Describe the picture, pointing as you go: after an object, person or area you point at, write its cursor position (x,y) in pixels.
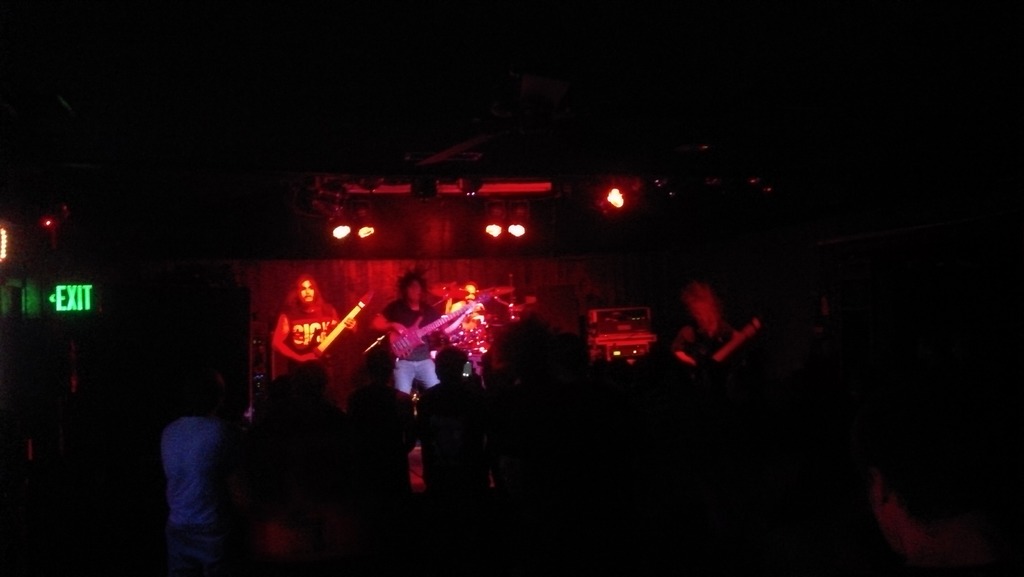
This image is dark. In this image we can see many people (627,437) standing. On the left side (81,301) there is an exit board (91,289). And there is a stage (659,329). On the stage (662,317) there are three persons (418,318) playing guitar (710,353). Also there are lights (493,220).
